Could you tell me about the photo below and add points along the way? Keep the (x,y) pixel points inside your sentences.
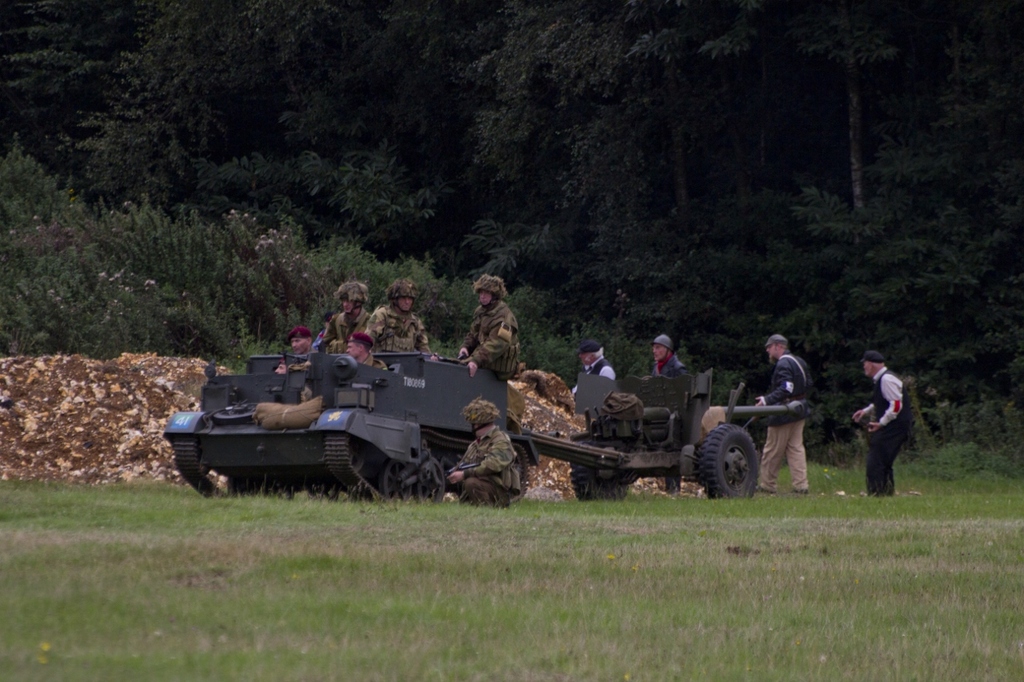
The image is outside of the city. In the image there are group of people (486,341) standing, walking and sitting on military vehicle (346,372) in background (634,98) we can see some trees (180,33) and plants (143,310) at bottom (285,591) there is a grass (541,578).
